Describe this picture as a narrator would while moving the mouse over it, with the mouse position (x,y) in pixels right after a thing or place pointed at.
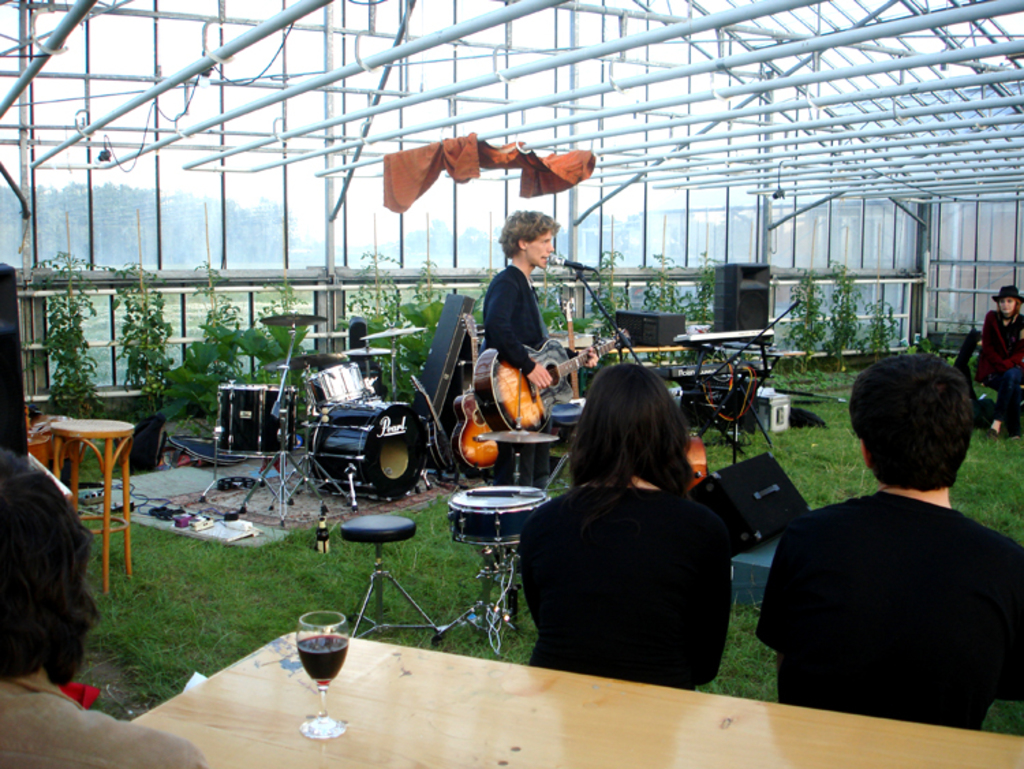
This are rods (700,69). This person (522,232) is holding a guitar (524,405) and singing in-front of a mic (576,268). This persons (654,500) are sitting on a chair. This are musical instruments (475,430). This are plants (226,377). This is grass (231,601) in green color. On a table (284,709) there is a glass (321,624).
